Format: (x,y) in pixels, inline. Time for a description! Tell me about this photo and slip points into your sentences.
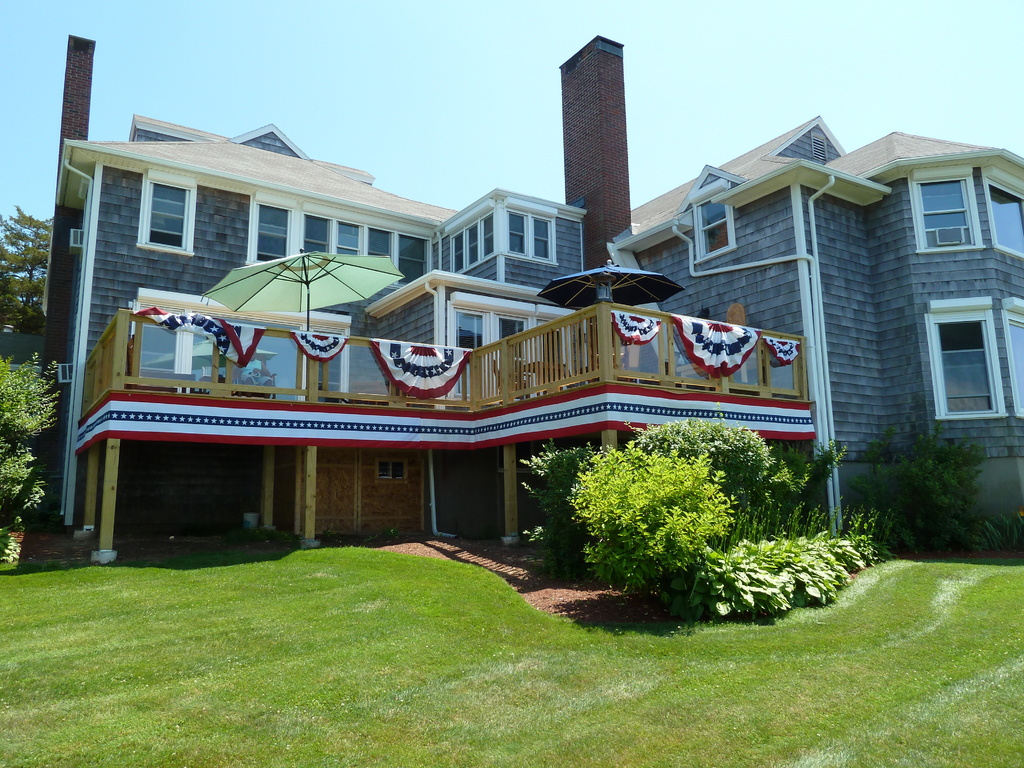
In the picture I can see the house (914,148) and glass windows (1010,204). There are pipelines (821,296) on the wall (856,299) of the building (860,309). I can see the wooden glass fencing (671,352) of a house (199,310) and there are decorative clothes (732,355) on the fence (487,348). I can see two umbrellas (653,295). I can see the green grass (583,699) at the bottom of the image (583,699). In the picture I can see the plants (626,469) and trees (688,425).
